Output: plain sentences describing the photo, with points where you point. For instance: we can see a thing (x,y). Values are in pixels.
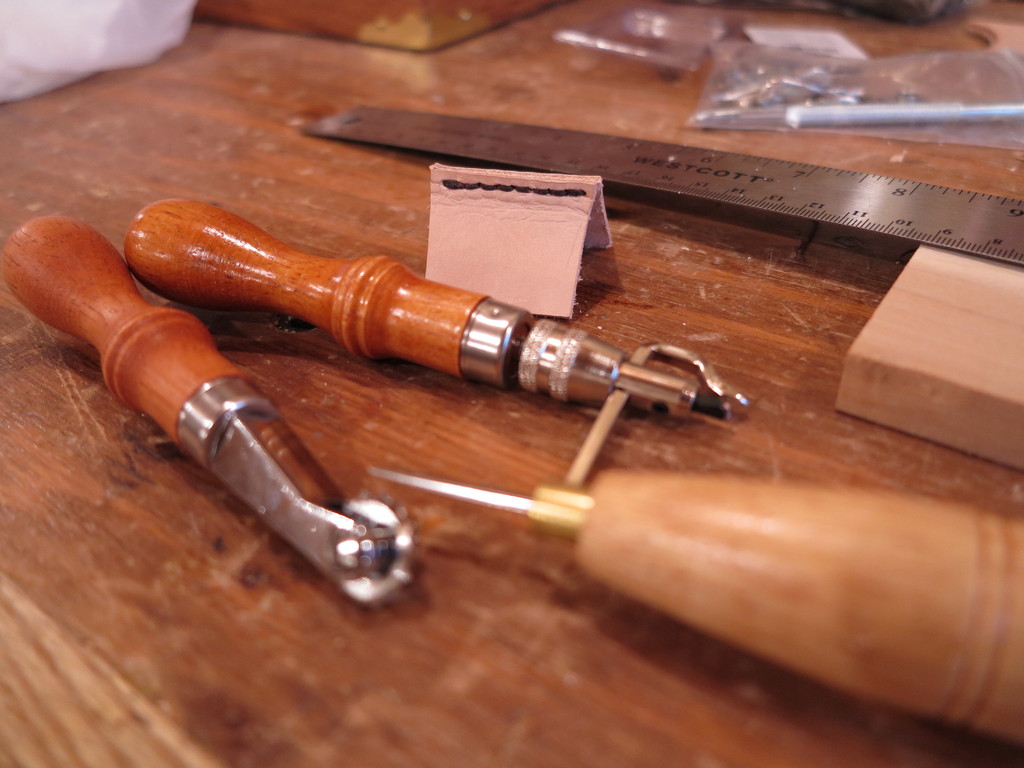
In this image I can see brown colour surface (298,379) and on it I can see few tools (857,573), an iron scale (744,168) and few other things (495,219). I can also see this image is little bit blurry from background (842,54).
